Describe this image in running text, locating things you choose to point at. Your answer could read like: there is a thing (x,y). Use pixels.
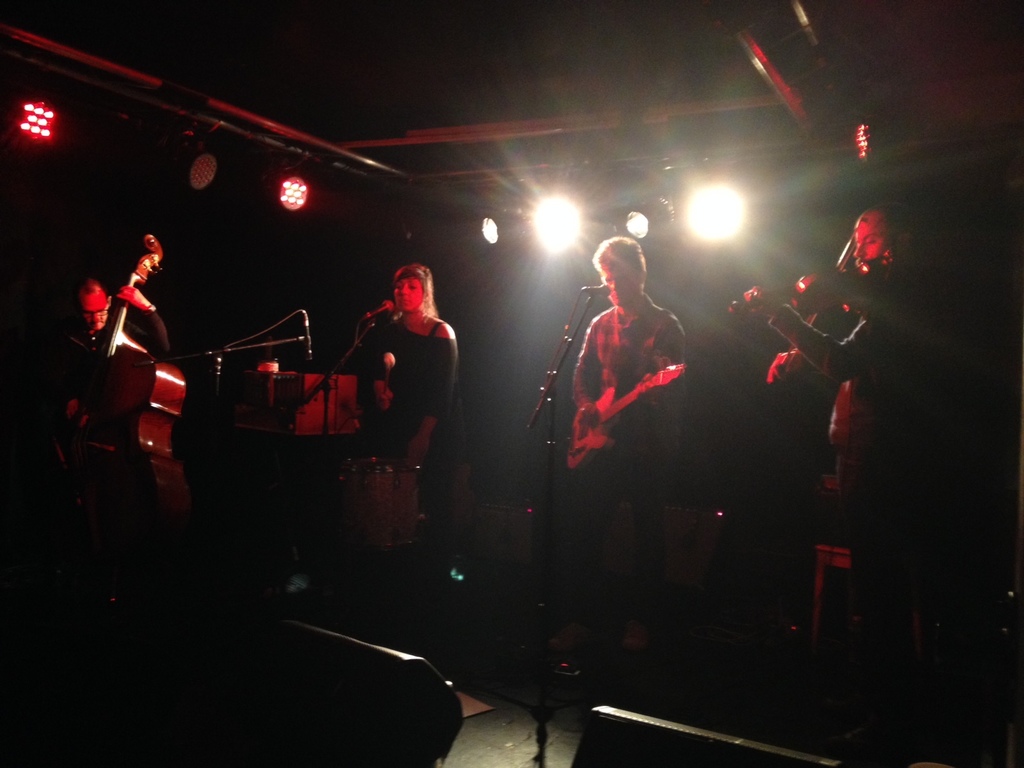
In this picture I can observe four members (90,354). Three of them are playing musical instruments (602,415) in their hands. In the background (574,216) I can observe two lights (704,203).
